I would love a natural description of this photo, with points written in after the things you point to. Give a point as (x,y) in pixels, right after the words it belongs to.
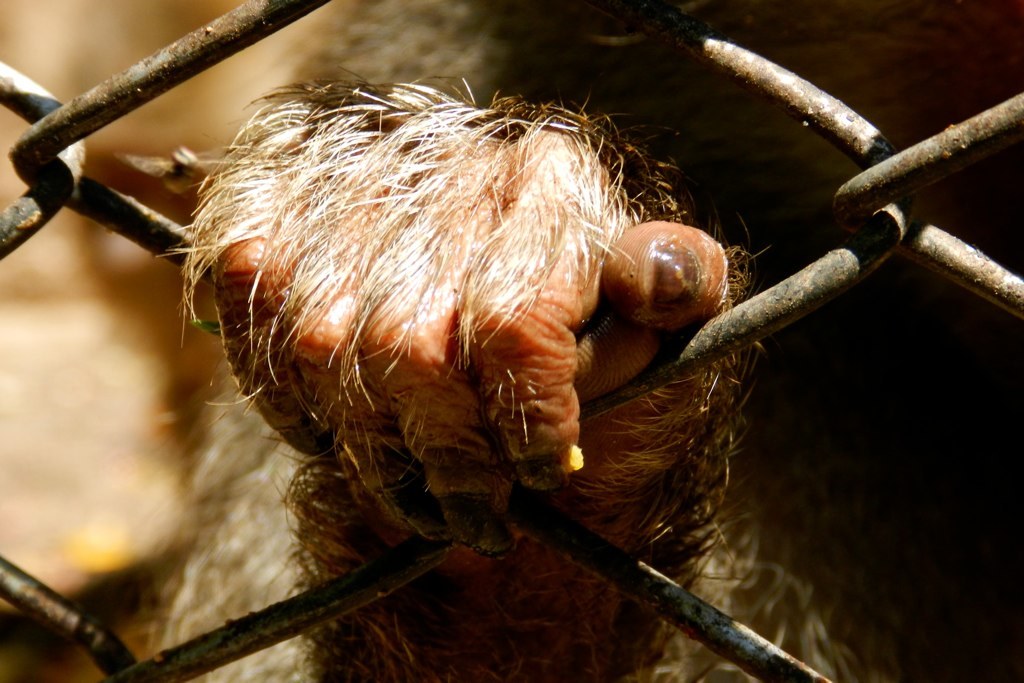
In this picture we can see a hand (496,301) of an animal (579,212), there is a blurry background (92,21), we can see grills (83,108) in the front (42,133).
